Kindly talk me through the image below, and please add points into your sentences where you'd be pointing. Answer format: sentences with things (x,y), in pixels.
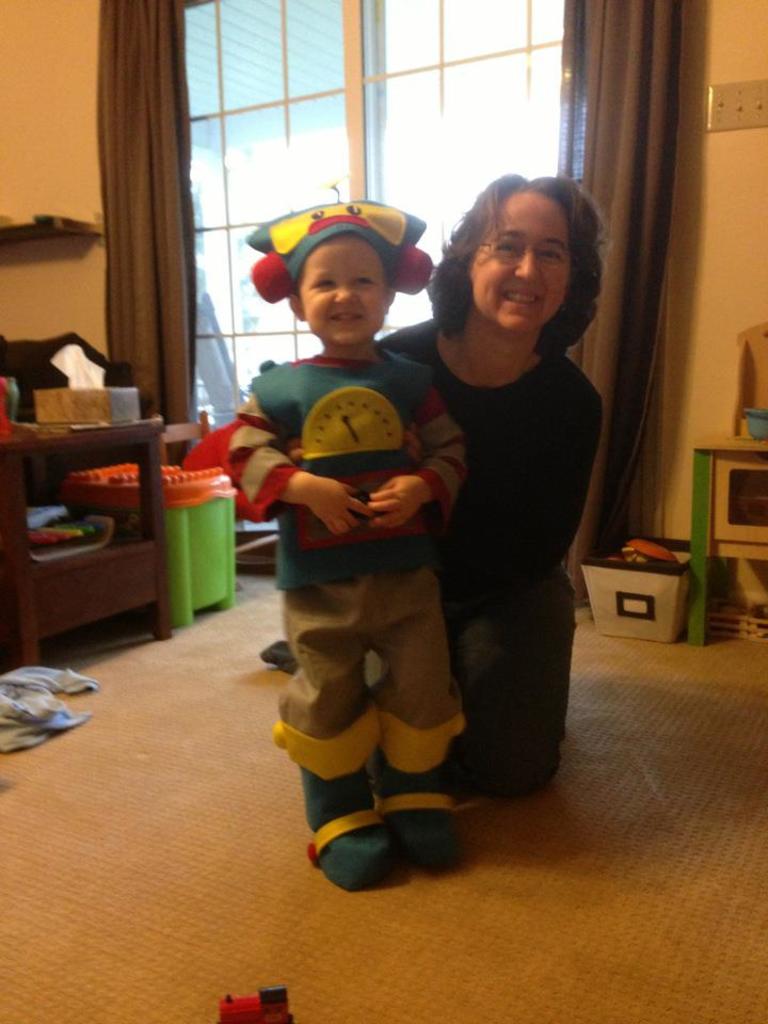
In this image I can see two persons (540,479). The person (583,452) at right (592,452) wearing black shirt (513,452) and the person (329,534) at left (249,450) wearing blue shirt (331,575) and brown pant (331,629). Background (207,494) I can see a stool (197,493), curtain (192,274) in brown color, a window (298,142), and wall (51,108) is in cream color.
